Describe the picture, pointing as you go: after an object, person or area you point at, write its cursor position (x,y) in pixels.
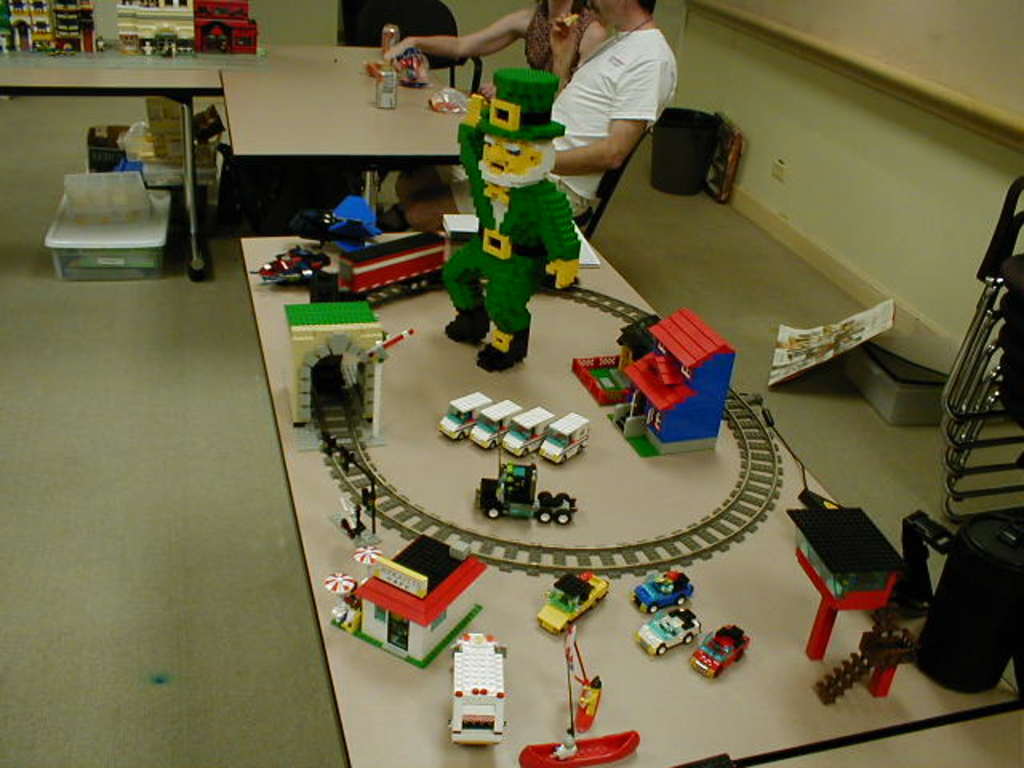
In this there is a table (638,684) on which there are lego toys (636,448) on it. There is a man (587,83) and woman (564,58) sitting in the chair (595,197) near the table (362,117). On the table (398,102) there are cool drink tins (385,42) and covers (441,99). On the floor (655,248) there are dustbin (677,159), tray (891,390) and box (89,230).
